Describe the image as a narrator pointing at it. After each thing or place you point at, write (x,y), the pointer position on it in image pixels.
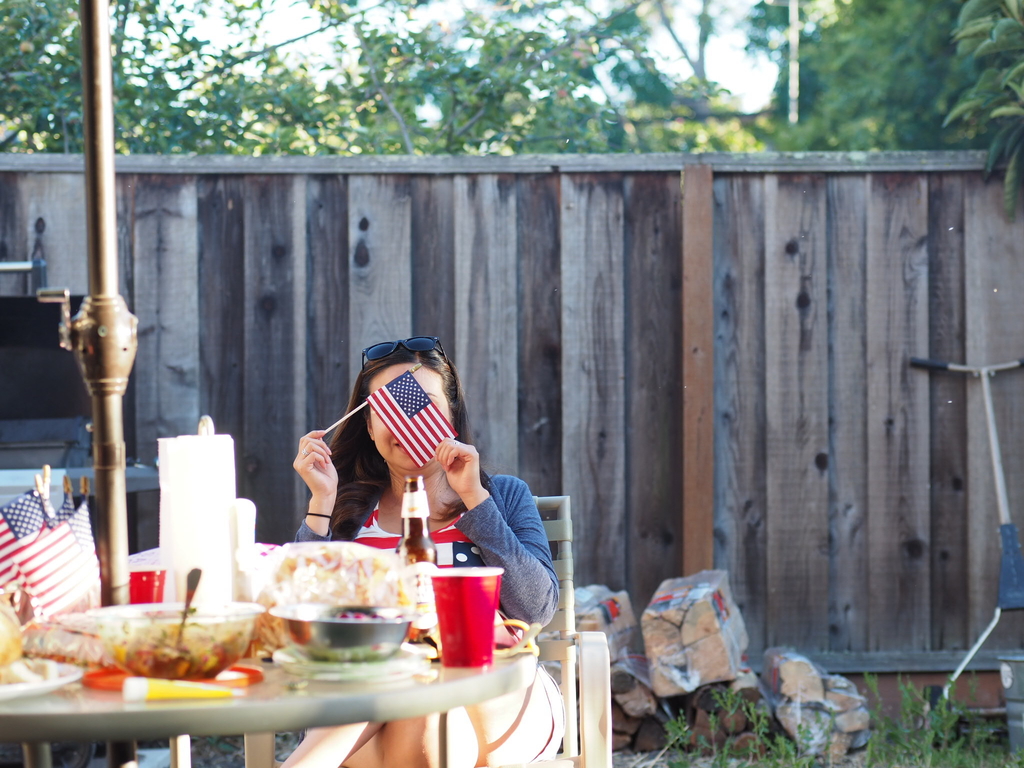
In this picture there is a woman (443,557) holding a flag (427,429). There is a bowl (199,613), glass (450,626) and few things (300,655) on the table (272,680). At the background (303,130), there are some trees (429,79), stand (999,457) and box (664,647).
